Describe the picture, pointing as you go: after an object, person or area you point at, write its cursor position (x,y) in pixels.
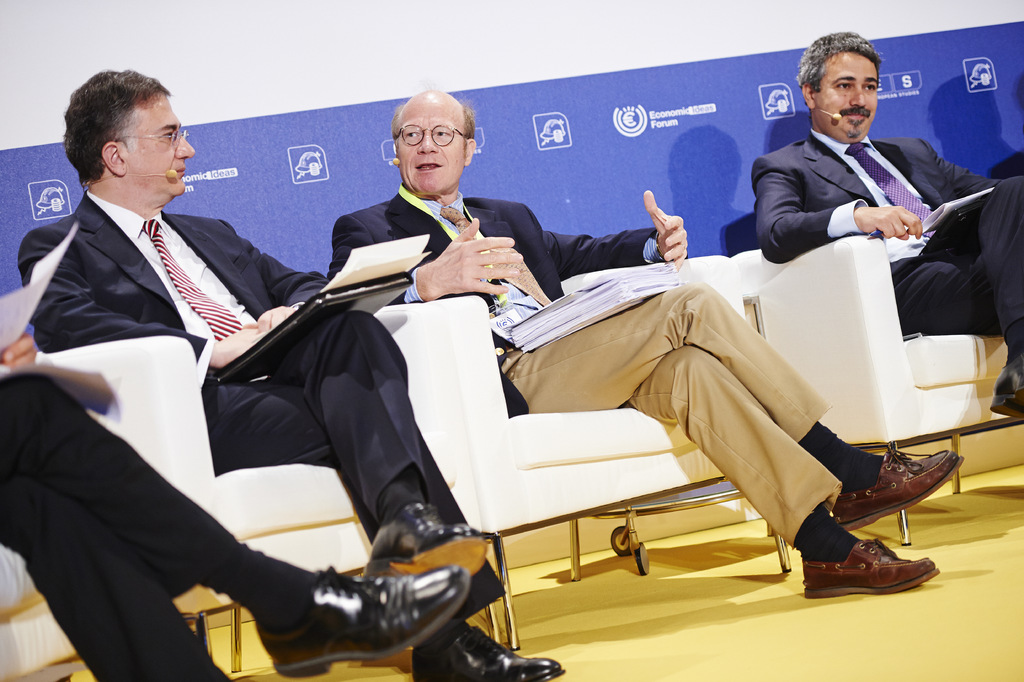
The image is clicked on a stage (1003,469) might be in a conference. On the stage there are couches (158,446), people (576,350) and banner (260,120). The people (500,285) are holding files (959,216), papers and there are wearing mics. In the center (454,252) the person (552,359) is talking.
